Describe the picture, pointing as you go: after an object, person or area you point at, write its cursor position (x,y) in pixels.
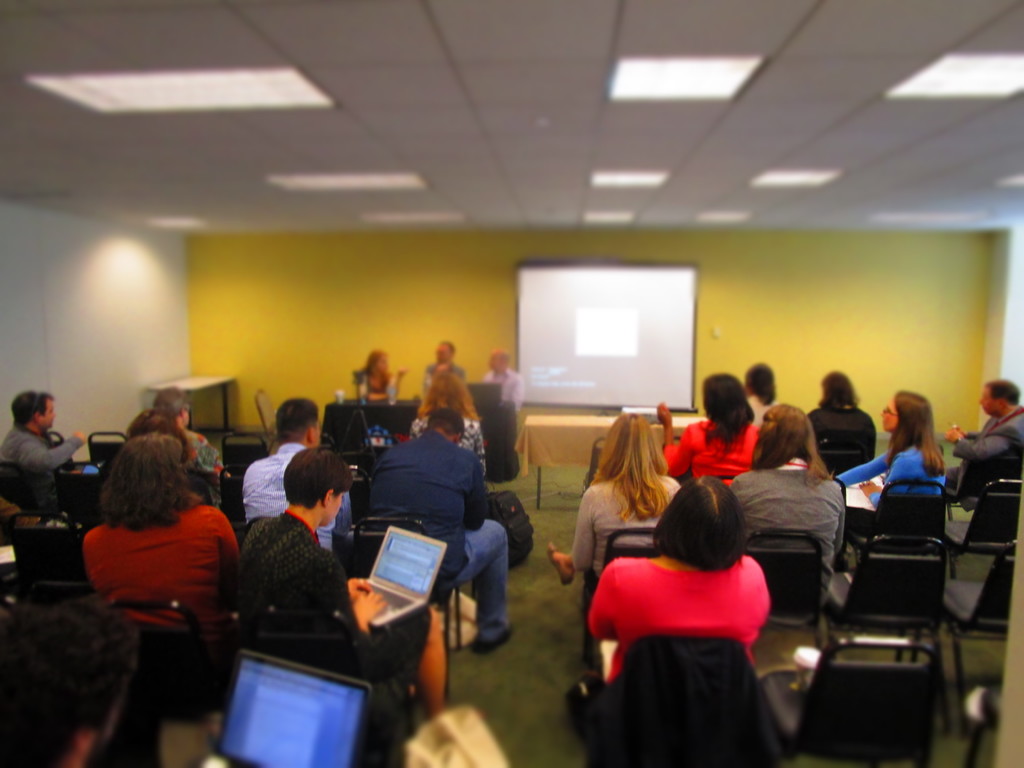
In the image there are many people (357,600) sitting on the chairs (363,563). There are few people (349,607) holding laptops (394,558). In front of them there is a table (352,424). Behind the table (354,444) there are three persons (432,365) sitting. Behind them there is screen (609,328). At the top of the image (390,122) there is ceiling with lights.
